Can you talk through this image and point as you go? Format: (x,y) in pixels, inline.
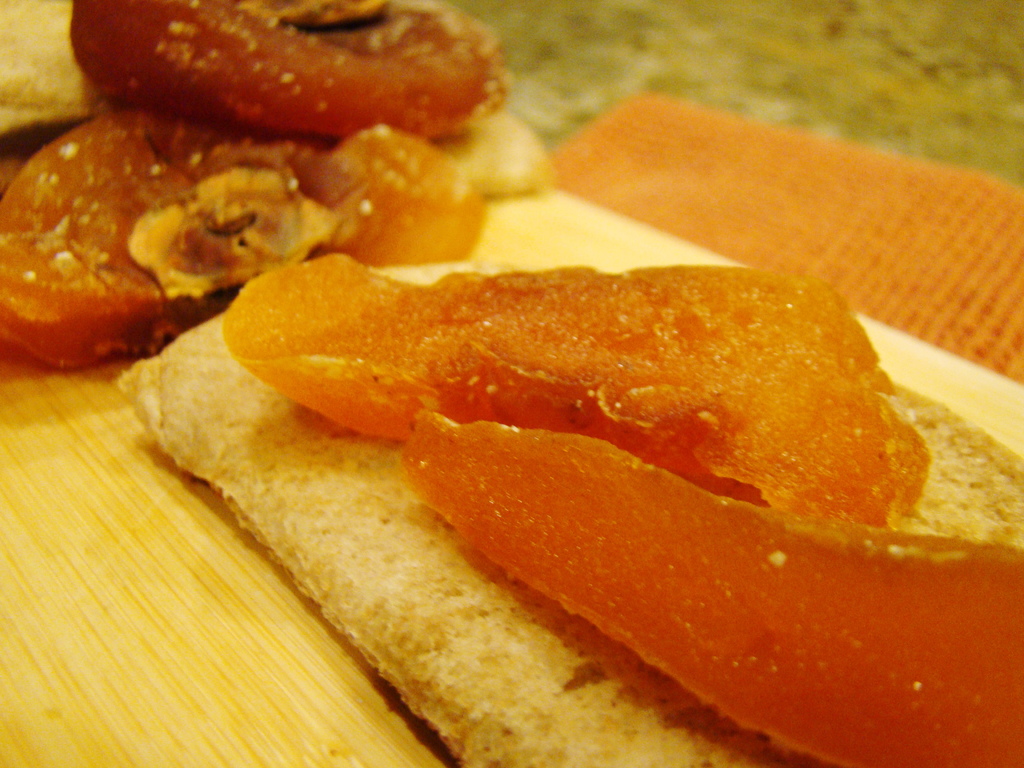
In this picture we can see food (355,640) on the wooden platform (131,662). In the background of the image (864,138) it is blurry and we can see orange object (901,280).
